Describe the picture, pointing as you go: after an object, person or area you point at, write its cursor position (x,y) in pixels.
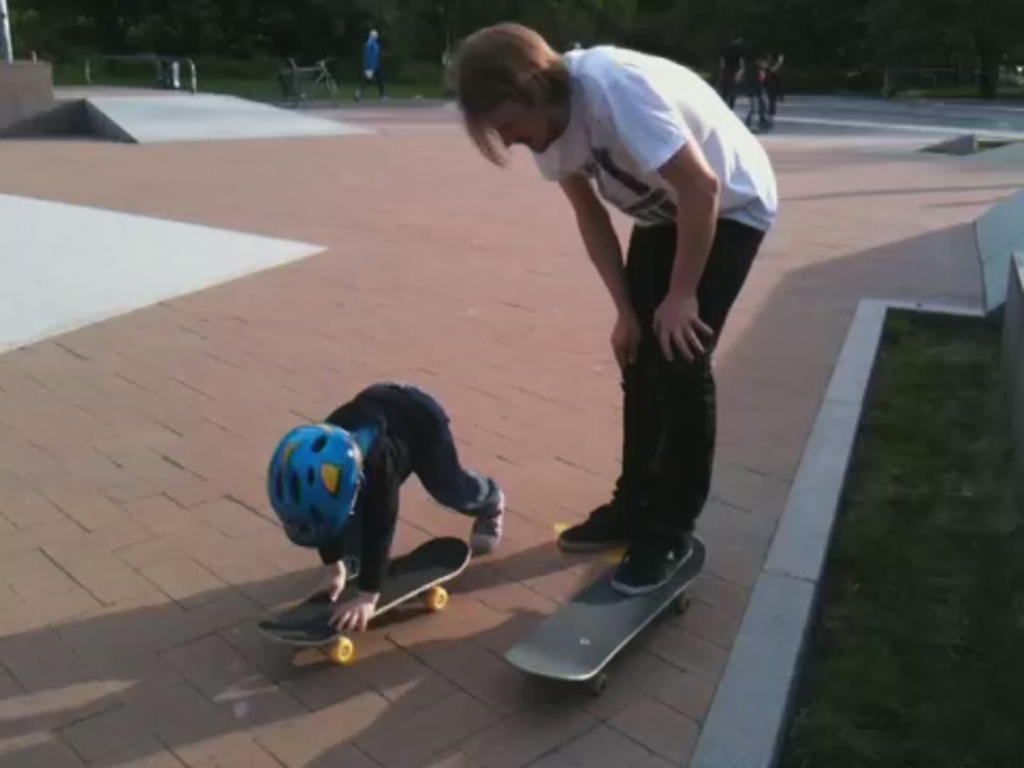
In this image we can see a man (573,175) is standing on the road (594,459) and kept one of his leg (654,483) on a skateboard (603,631) which is on the road (500,383) and beside him there is a kid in motion holding a skateboard (400,579) with the hands (359,617) which is on the road (294,665). On the right side (864,425) we can see grass (864,425) on the ground (851,469). In the background (858,79) we can see few persons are walking on the road (345,156), trees (146,9) and a bicycle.
